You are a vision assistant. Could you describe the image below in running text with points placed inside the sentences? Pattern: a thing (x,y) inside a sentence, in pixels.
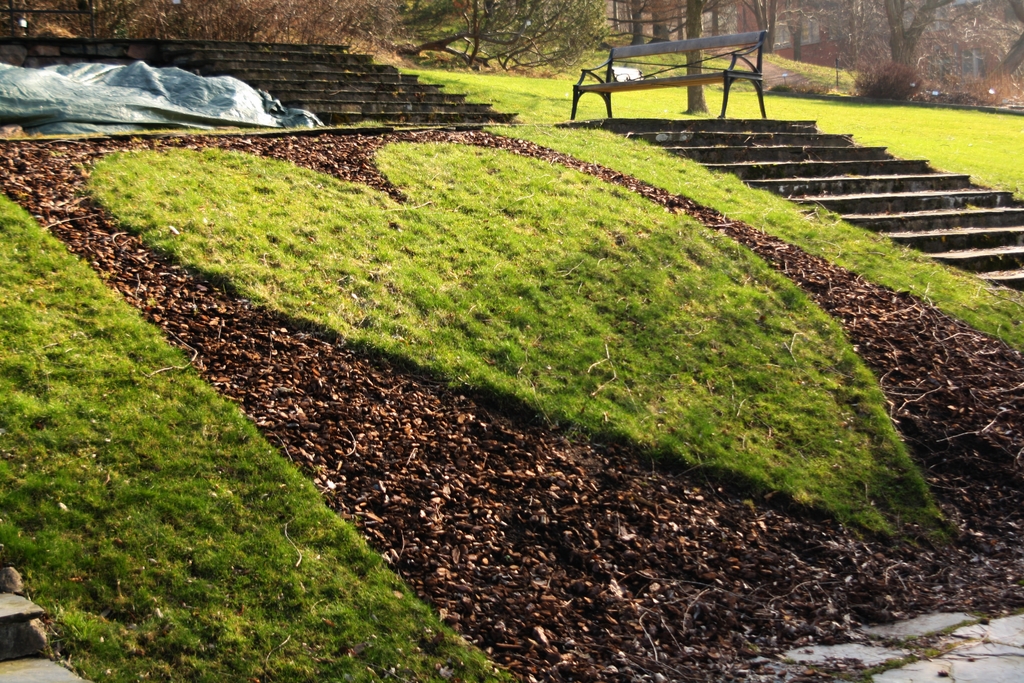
In this picture there is a view of the small garden (298,165) with heart shaped grass (796,414). Beside there are some steps (756,123) and wooden bench (600,90). In the background (518,21) there are some dry trees (859,7).
